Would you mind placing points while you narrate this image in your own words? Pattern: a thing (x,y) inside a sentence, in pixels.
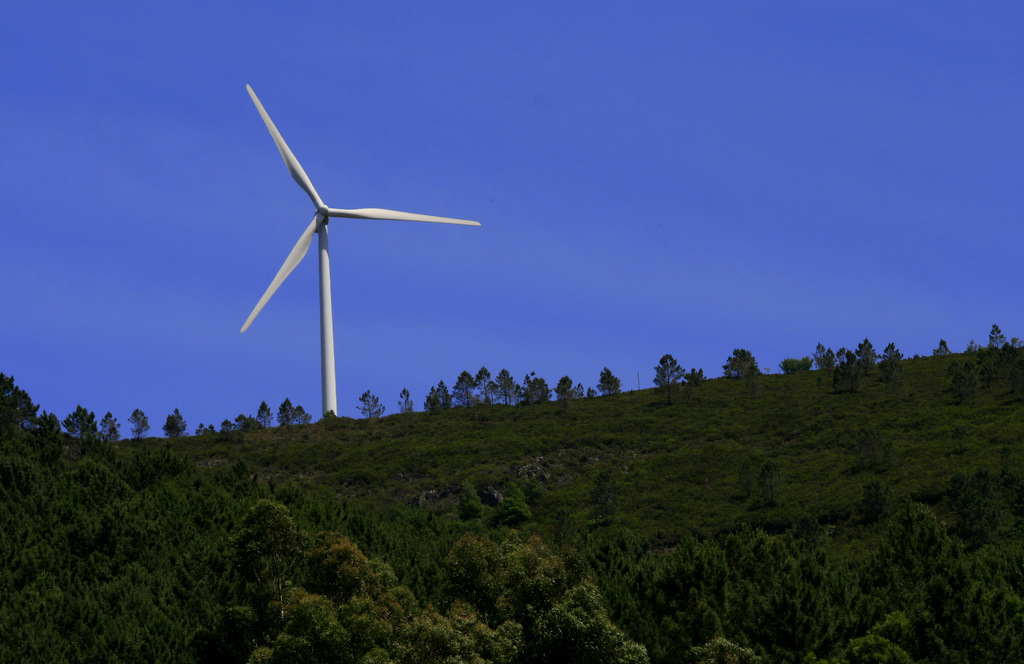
In the picture we can see the hill slope (637,416) covered with plants (1006,425) and trees (89,545) and on the top of the hill (921,386) we can see a windmill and behind it we can see the sky (431,298).
